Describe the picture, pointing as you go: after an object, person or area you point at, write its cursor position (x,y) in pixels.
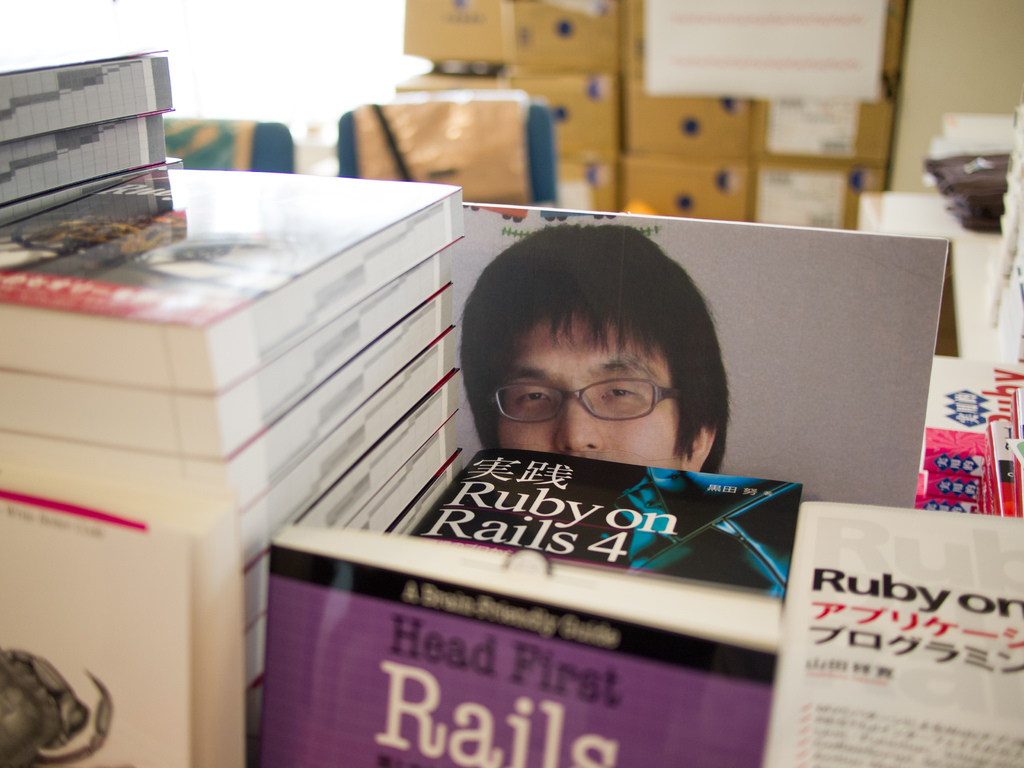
In this image we can see some books (533,630). We can also see a person (712,326) on the board (828,321). In the background (621,63) we can see some cardboard boxes (708,139) and also two chairs (364,137).
